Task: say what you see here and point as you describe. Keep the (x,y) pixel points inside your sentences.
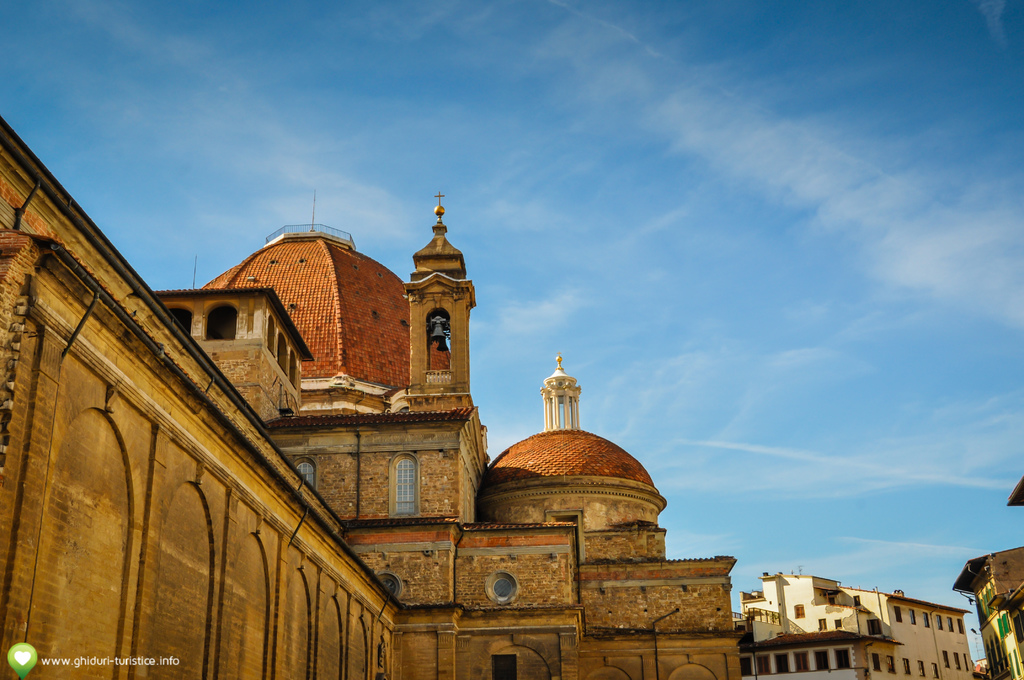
In this picture we can observe a building (266,475) which is in brown color. There is a dome (310,260) on this building (321,300). In the right side (864,662) we can observe white color building (856,611). In the background (768,248) there is a sky (655,225).
